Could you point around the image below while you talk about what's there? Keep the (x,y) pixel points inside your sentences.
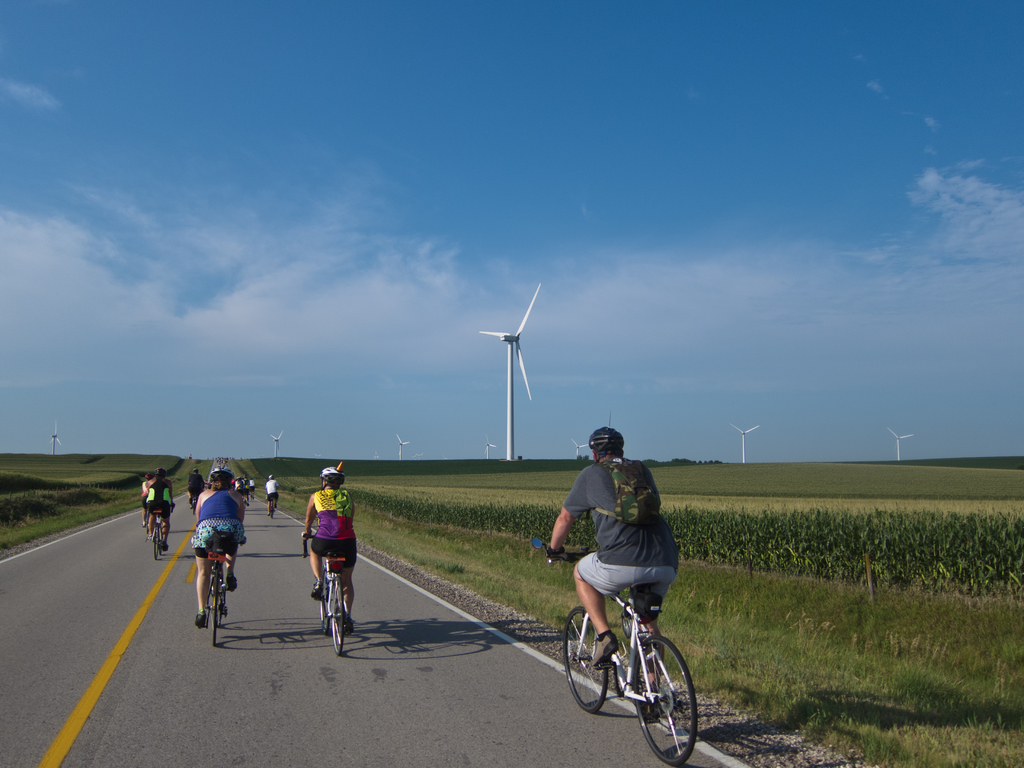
In this image we can see a road (193,635). On the road (179,506) there are many people (151,498) wearing helmets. They are riding cycles (584,681). On the sides there are plants (775,513). In the back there are wind fans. In the background (522,418) there is sky (548,299) with clouds (674,288).
